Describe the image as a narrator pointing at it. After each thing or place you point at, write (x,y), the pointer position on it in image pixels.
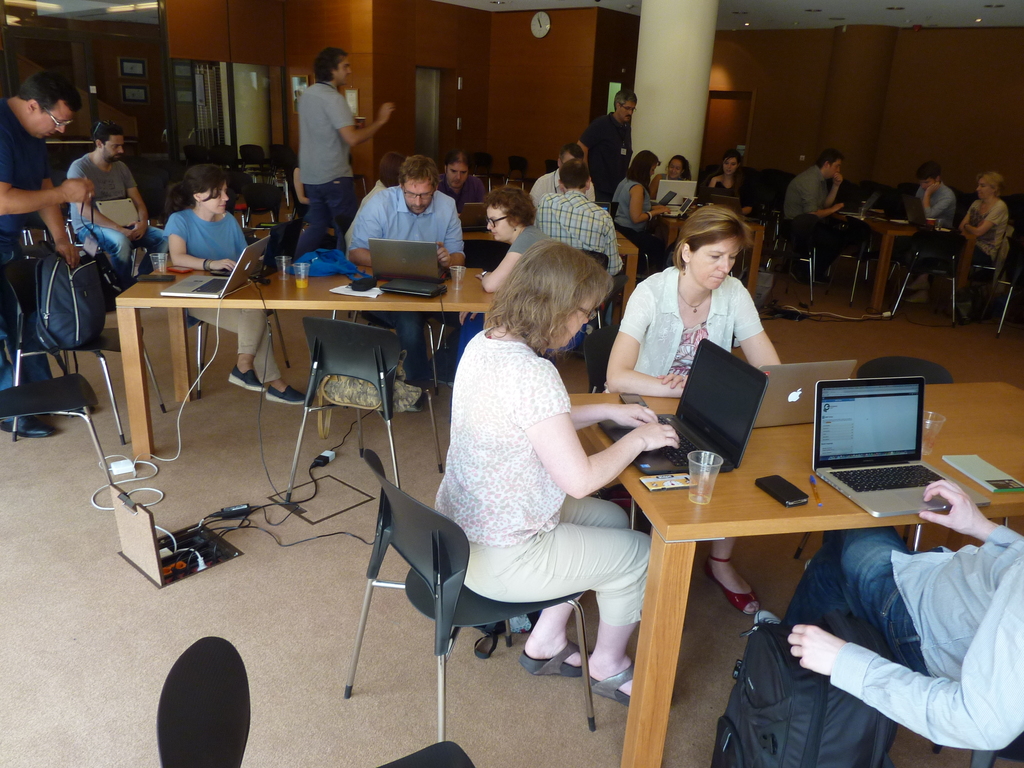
In the image we can see there are lot of people (1010,621) who are sitting on chair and on the table (1002,394) there are laptops (742,447) and mobile phone (766,480).
